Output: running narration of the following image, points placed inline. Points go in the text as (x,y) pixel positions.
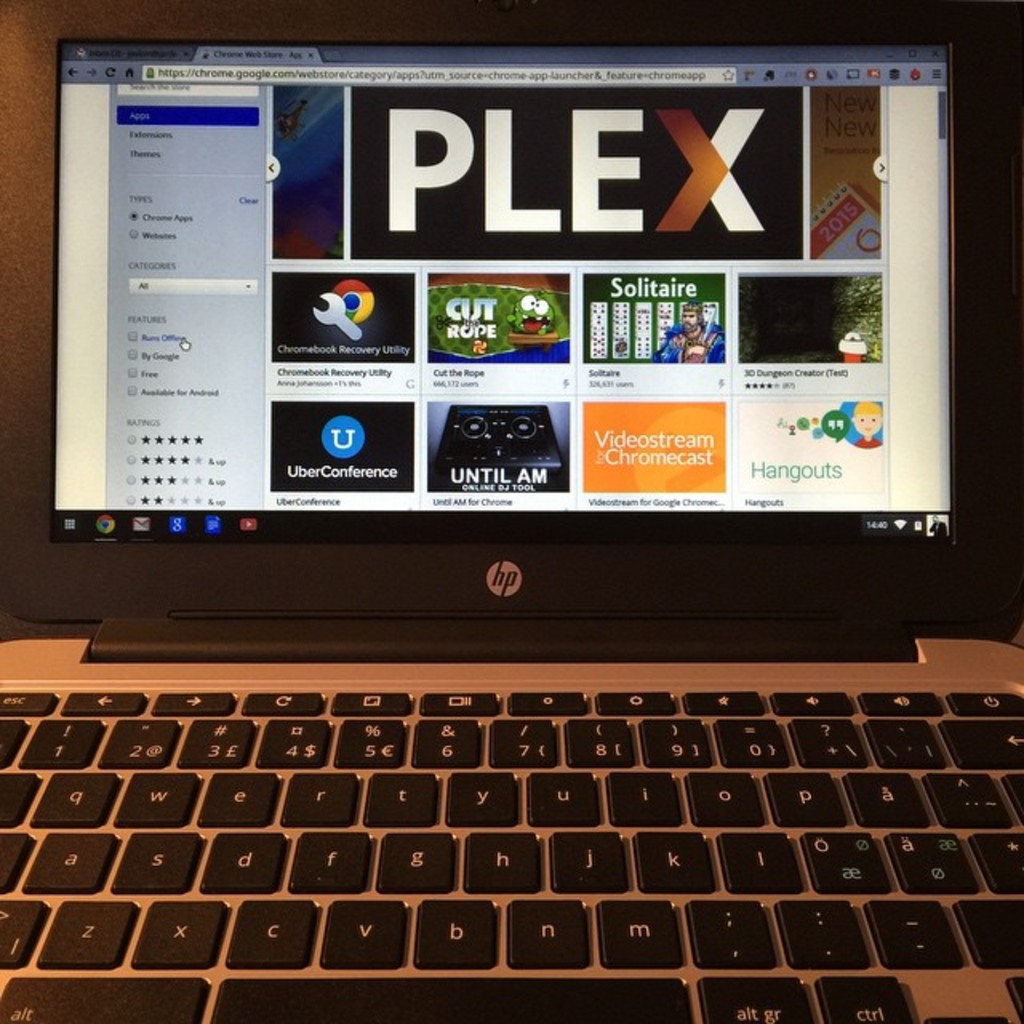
It is a laptop (565,697) in this there are different applications (619,337).
